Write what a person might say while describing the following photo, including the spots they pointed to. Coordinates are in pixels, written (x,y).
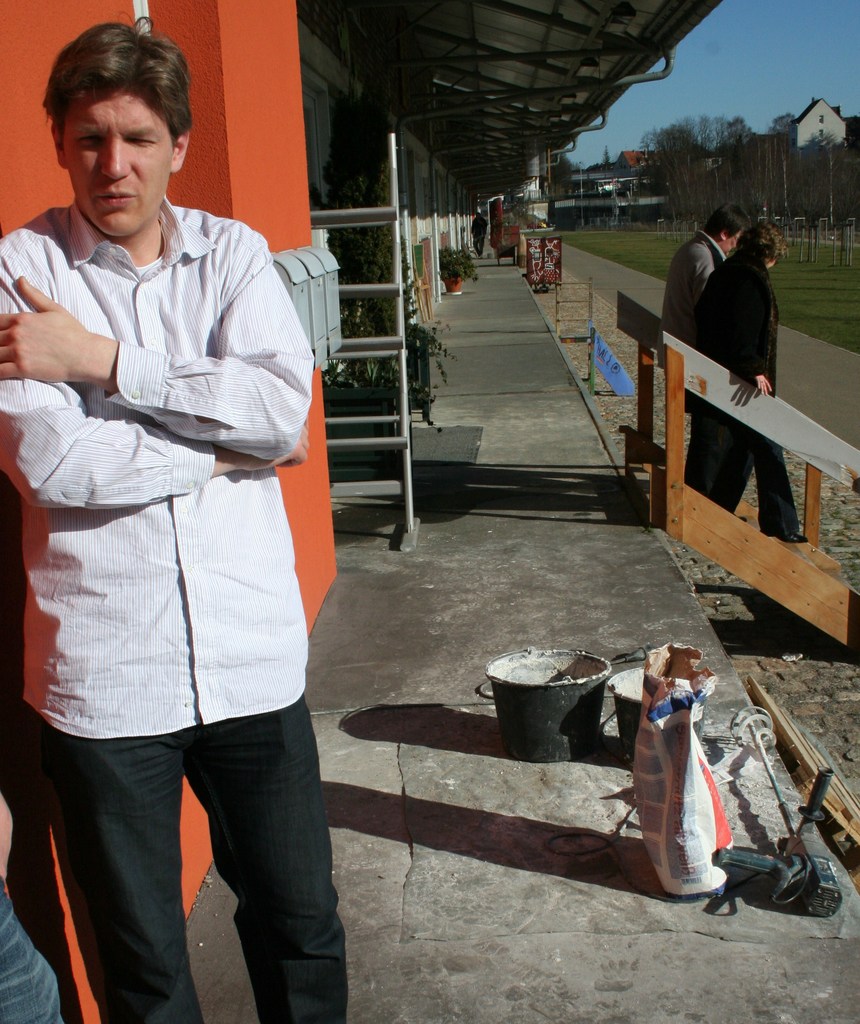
In this picture I can see a man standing and couple of them (749,353) getting down the stairs (792,586) and I can see buildings (496,6), trees (697,140) and few plants (411,336) in the pots (376,426) and I can see couple of vessels (564,733) and a bag (647,807) and I can see a machine (778,867) on the floor (578,580) and I can see a blue sky (693,74).
